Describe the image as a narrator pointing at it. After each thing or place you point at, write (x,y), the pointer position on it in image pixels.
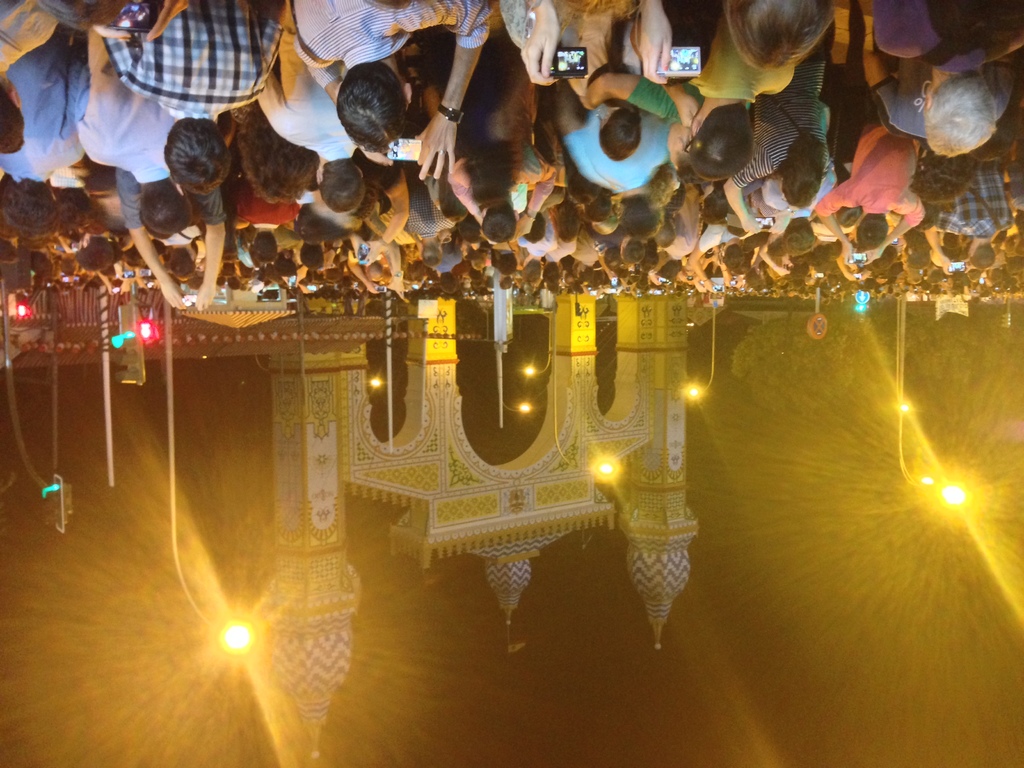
In this image at the bottom (369,539) there is one palace (295,515) poles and some lights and trees (929,397), and on the top of the image (421,159) there are a group of people (866,80) who are standing and some of them are holding mobile phones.
